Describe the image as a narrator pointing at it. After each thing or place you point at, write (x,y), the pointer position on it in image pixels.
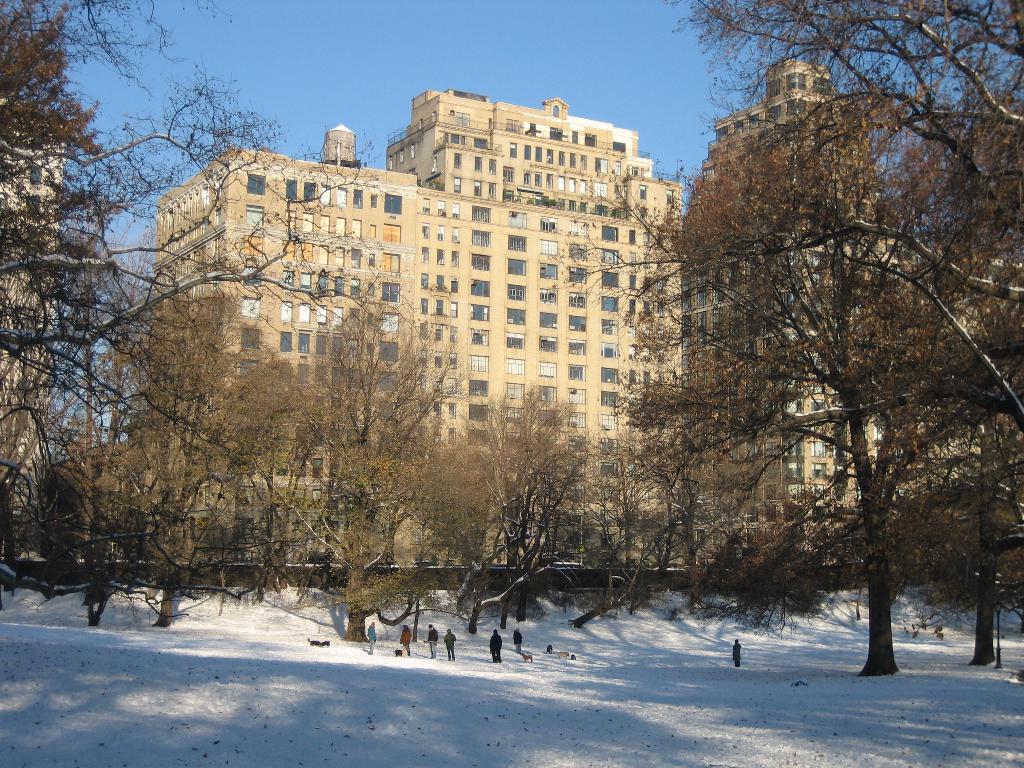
In this picture I can observe some snow (286,700) on the land (496,671). There are some people (371,633) and dogs (573,658) on the snow (415,674). I can observe some trees (242,458) in this picture. In the background (448,177) there is a cream color building (446,209) and a sky (440,67).
